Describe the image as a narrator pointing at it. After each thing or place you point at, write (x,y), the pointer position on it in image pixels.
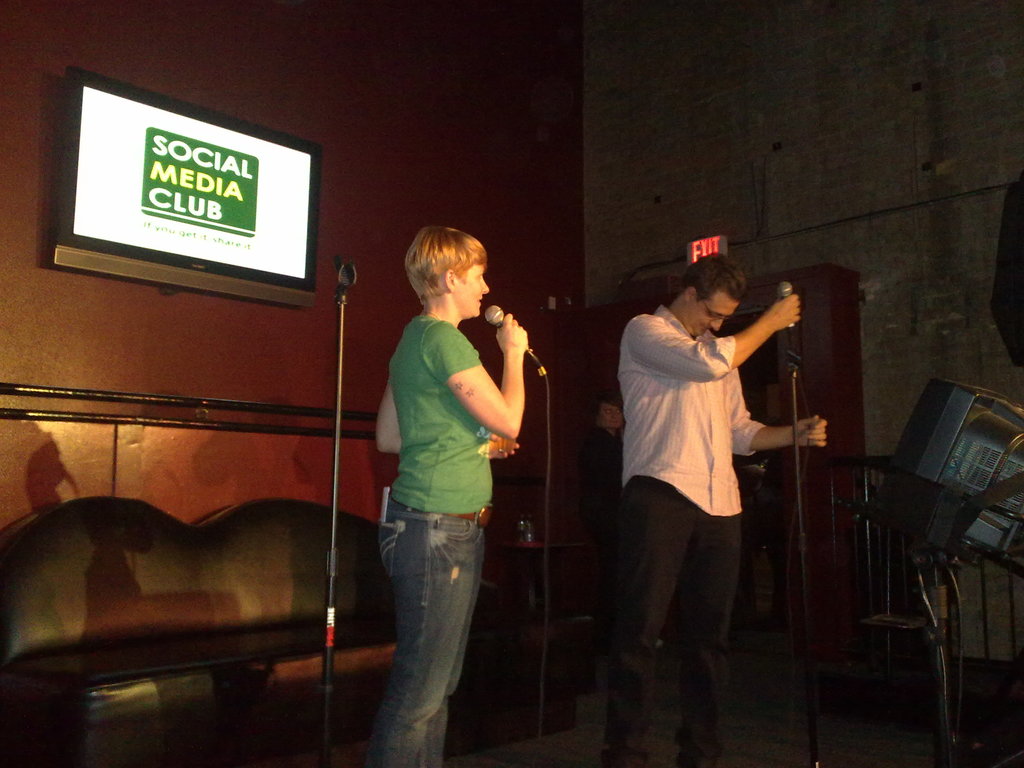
As we can see in the image there is a wall (554,82), screen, bench (240,649) and two people (478,425) holding mics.
